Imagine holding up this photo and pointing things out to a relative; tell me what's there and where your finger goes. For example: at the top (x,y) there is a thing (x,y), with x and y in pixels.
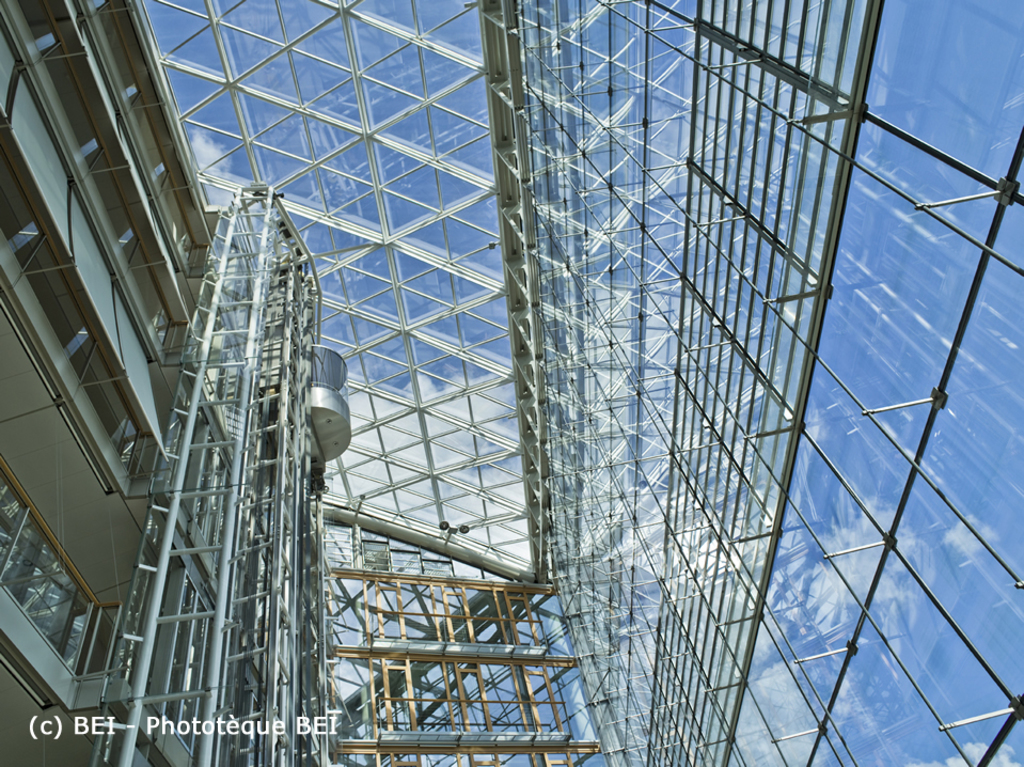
In this image, on the left side (203,573), we can see a building (135,273), glass window (1,562) and some metal instrument (303,557). On the right side (794,550), we can also see glass window (761,390) and some metal instrument (920,404). At the top (401,174), we can see a roof (381,102) and a sky (446,280) which is a bit cloudy.
